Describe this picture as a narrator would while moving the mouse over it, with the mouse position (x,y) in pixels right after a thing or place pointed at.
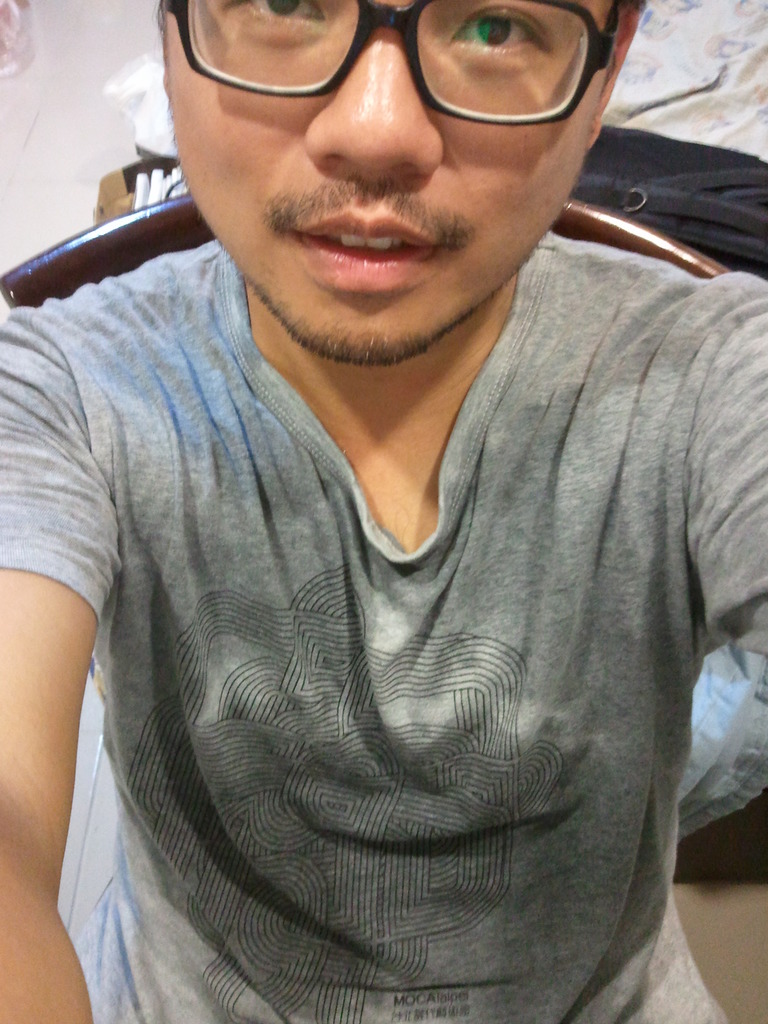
In this picture I can observe a man (255,328) wearing grey color T shirt (294,701) and spectacles (444,38). Behind him there is a chair (60,247). In the background (59,150) I can observe floor (62,137).
